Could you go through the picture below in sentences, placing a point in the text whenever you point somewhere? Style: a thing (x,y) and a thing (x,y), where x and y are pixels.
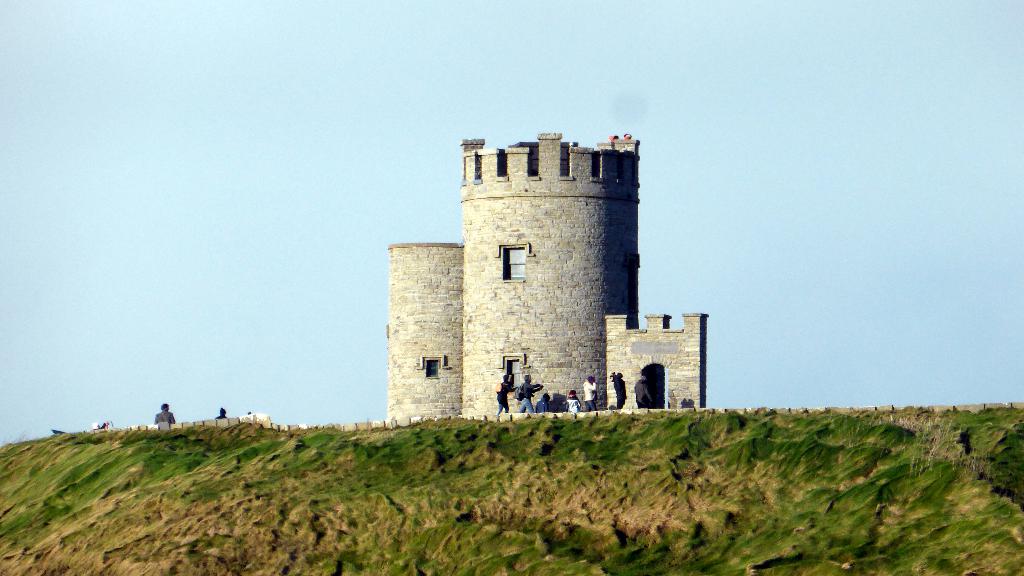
There is a building (532,284), there is grass (716,492) and a sky (456,176), there are people (532,407).
